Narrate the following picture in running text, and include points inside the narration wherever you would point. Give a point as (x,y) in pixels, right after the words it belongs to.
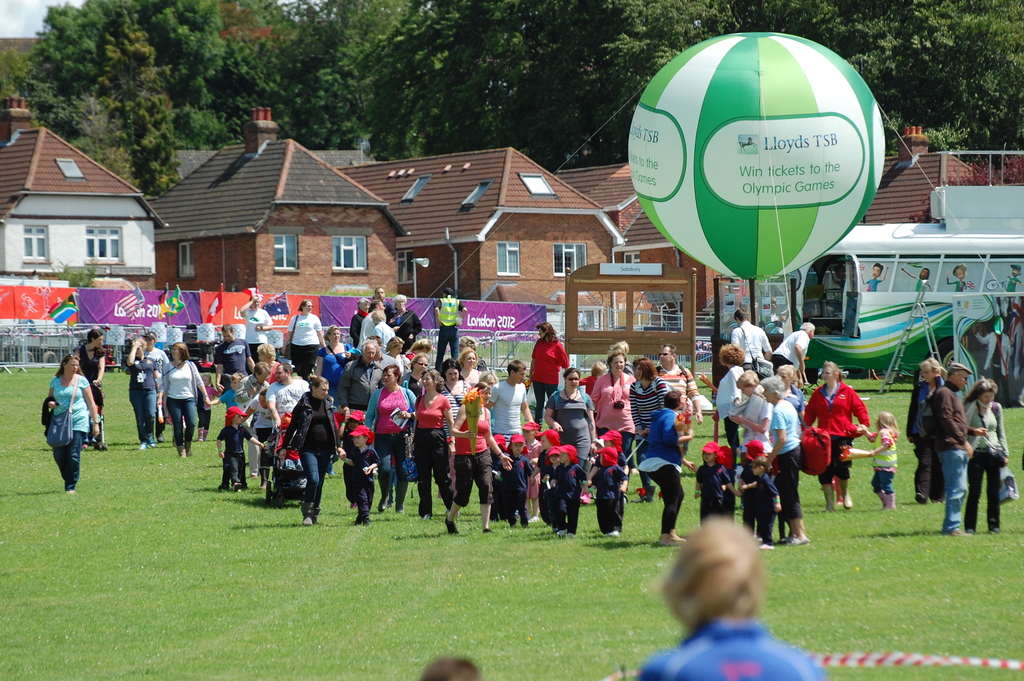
In the picture we can see a grass surface (669,633) on it, we can see some people (732,568) and their children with blue dresses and red caps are walking and in the background (150,96), we can see some banners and flags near it and we can also see some houses (7,132) and behind it we can see some trees (921,82) and sky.
